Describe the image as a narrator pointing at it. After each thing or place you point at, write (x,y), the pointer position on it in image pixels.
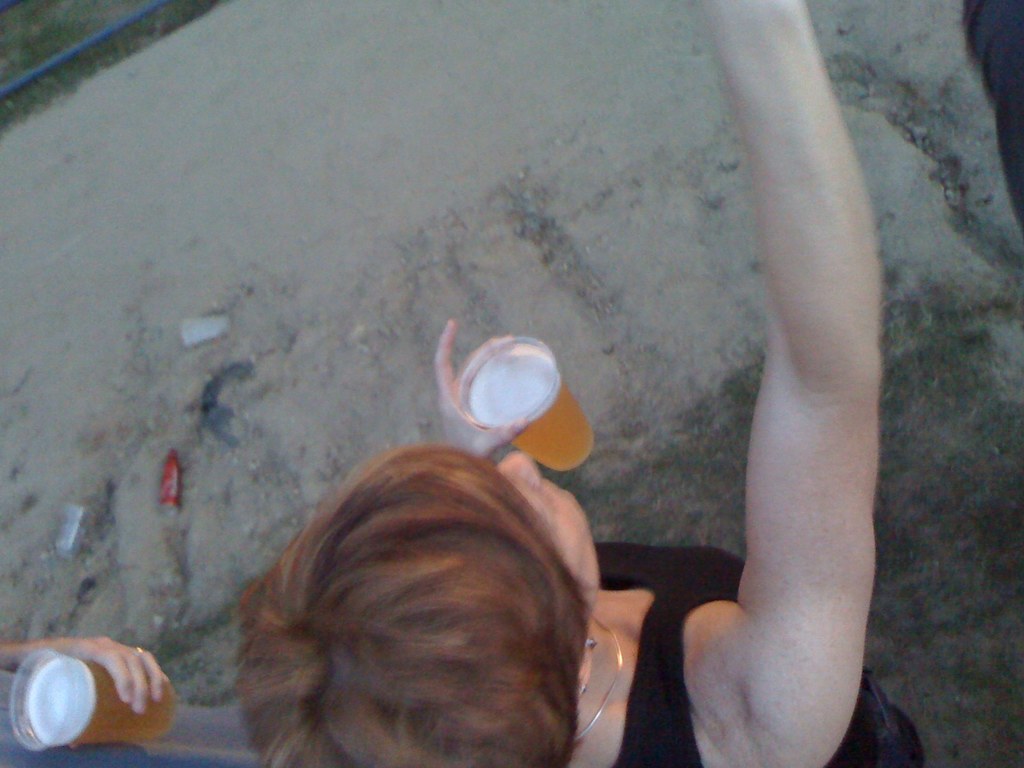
In this image we can see a woman (639,618) is holding a cup of beer (589,433) in her hand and beside her there is another person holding a cup of beer (86,715) in the hand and there are objects (168,481) on the ground (754,394).
